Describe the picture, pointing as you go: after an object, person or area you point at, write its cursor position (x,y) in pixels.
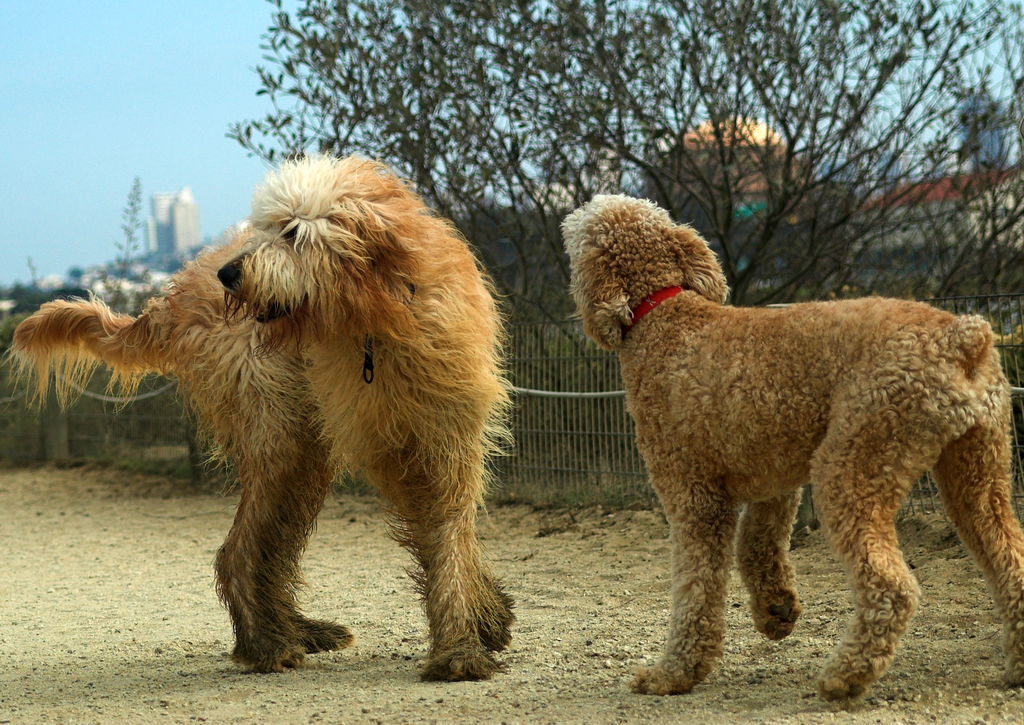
In this image we can see dogs (421,570) standing on the ground (529,573), grill (599,412), trees (559,206), buildings (708,141) and sky (166,171).
